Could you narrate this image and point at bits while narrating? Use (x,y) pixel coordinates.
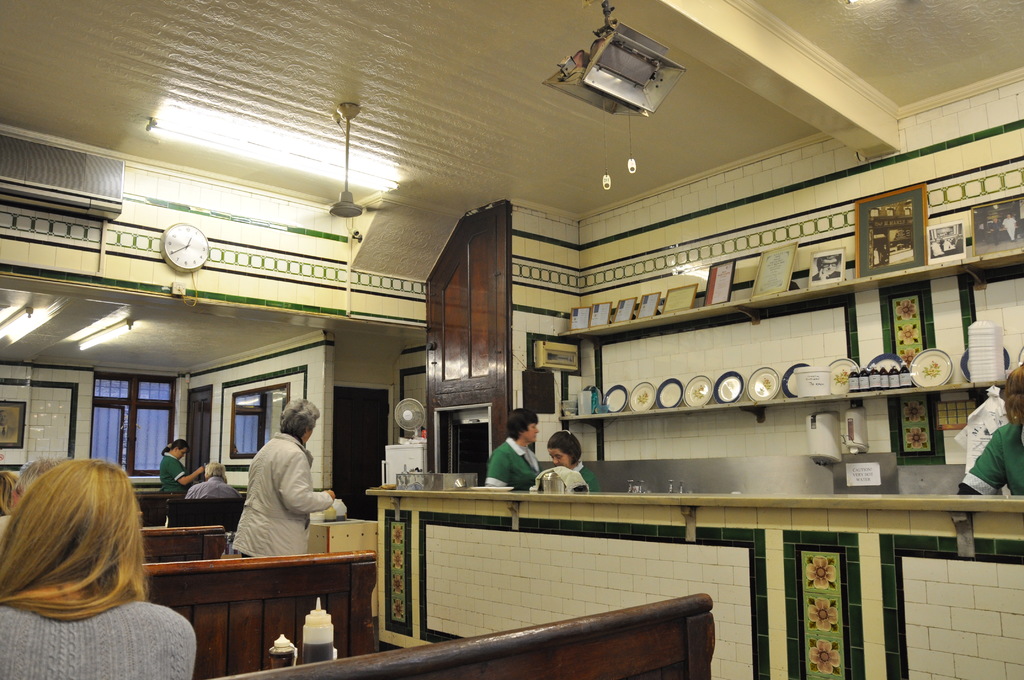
In this image, we can see people (1023,461), wooden objects (666,657), desk (563,560), table fan (410,412), few machines (477,449) and objects (474,476). Background (150,424) we can see walls (69,431), windows (143,450), mirror (247,429), doors (366,423) and racks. Here we can see the clock (181,249), lights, ceiling fan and few objects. On the racks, we can see few frames (1023,219), plates (832,378), bottles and few objects (992,351) are placed.
